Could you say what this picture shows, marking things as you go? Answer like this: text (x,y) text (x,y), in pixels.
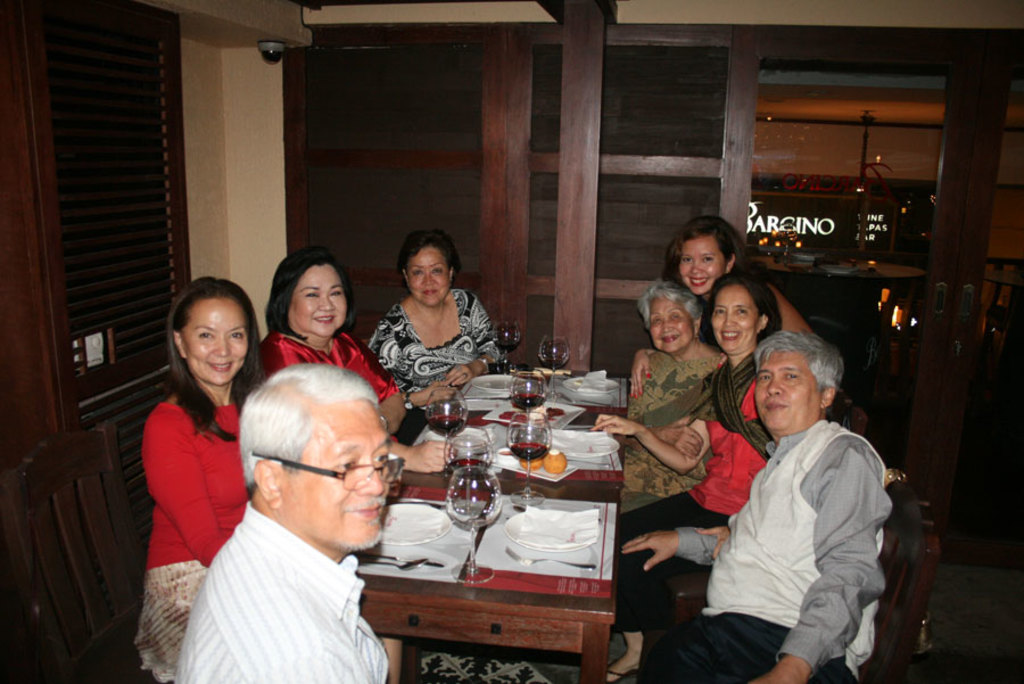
In this image I see number of people (327,271) and most of them are sitting on chairs (882,652) and all of them are smiling. I can also see there are tables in front of them on which there are glasses (524,384), plates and spoons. In the background (486,294) I see the wall (460,213) and a door (952,367).
